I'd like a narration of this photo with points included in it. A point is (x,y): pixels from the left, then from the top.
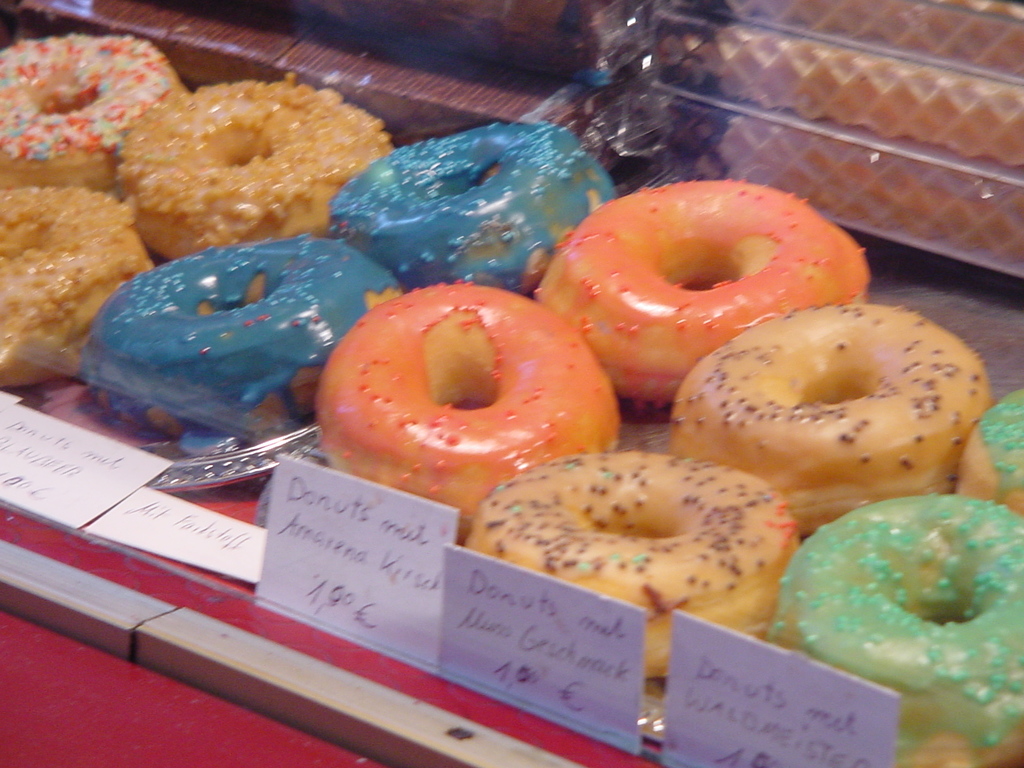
In the image we can see there are many donuts (639,395) of different color. This is a name and price tag (339,554).
